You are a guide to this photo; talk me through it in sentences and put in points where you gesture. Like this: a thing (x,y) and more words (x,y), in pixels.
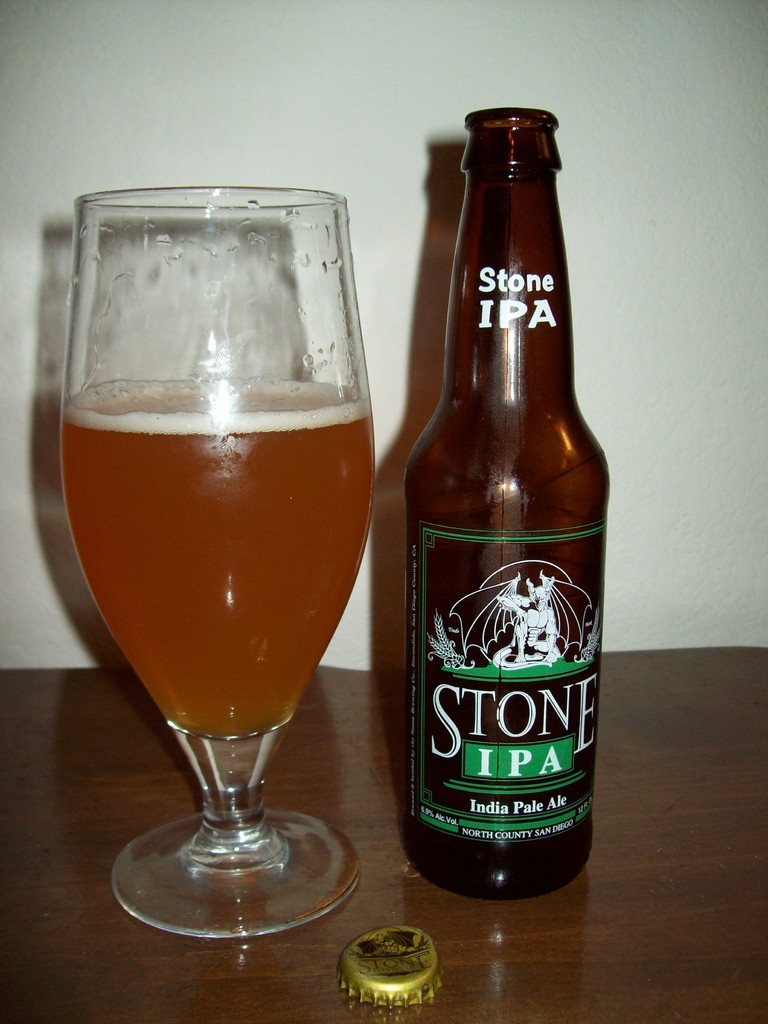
There is a table (732,690). The bottle (529,636) and wine glass (273,500) are on top of the table (333,679). We can see in background (274,42) white color wall (339,160).
